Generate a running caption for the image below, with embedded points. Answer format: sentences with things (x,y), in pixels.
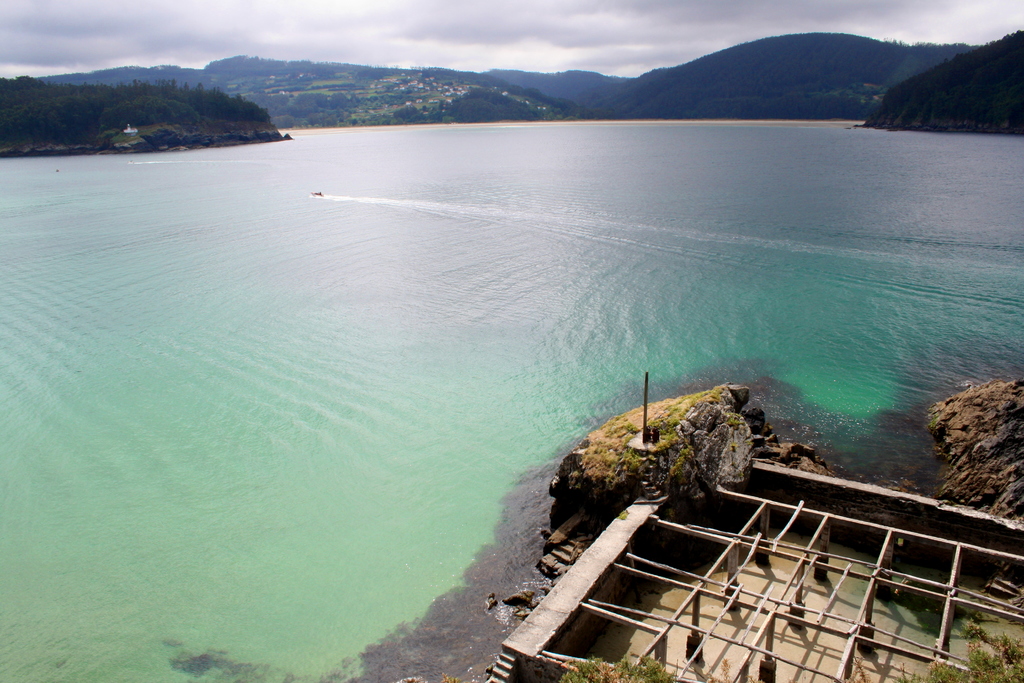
In this image I can see at the bottom (712,564) it looks like a construction (826,575). In the middle (347,386) it is the sea (572,299), at the back side (71,154) there are hills (490,97). At the top (509,43) it is the cloudy sky (509,43).
